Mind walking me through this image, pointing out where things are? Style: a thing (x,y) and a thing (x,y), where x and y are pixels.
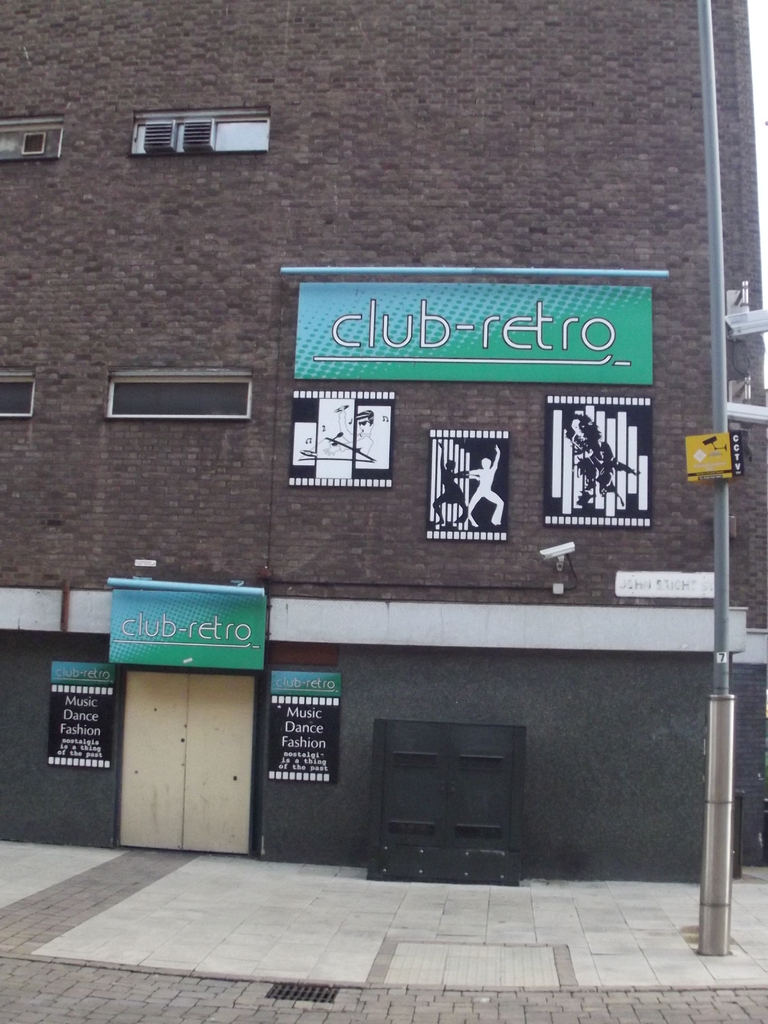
In this picture I can see the light pole (709,767) on the right side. I can see ventilation windows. I can see hoardings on the wall (280,475). I can see the walkway (178,873). I can see the door (158,821).
